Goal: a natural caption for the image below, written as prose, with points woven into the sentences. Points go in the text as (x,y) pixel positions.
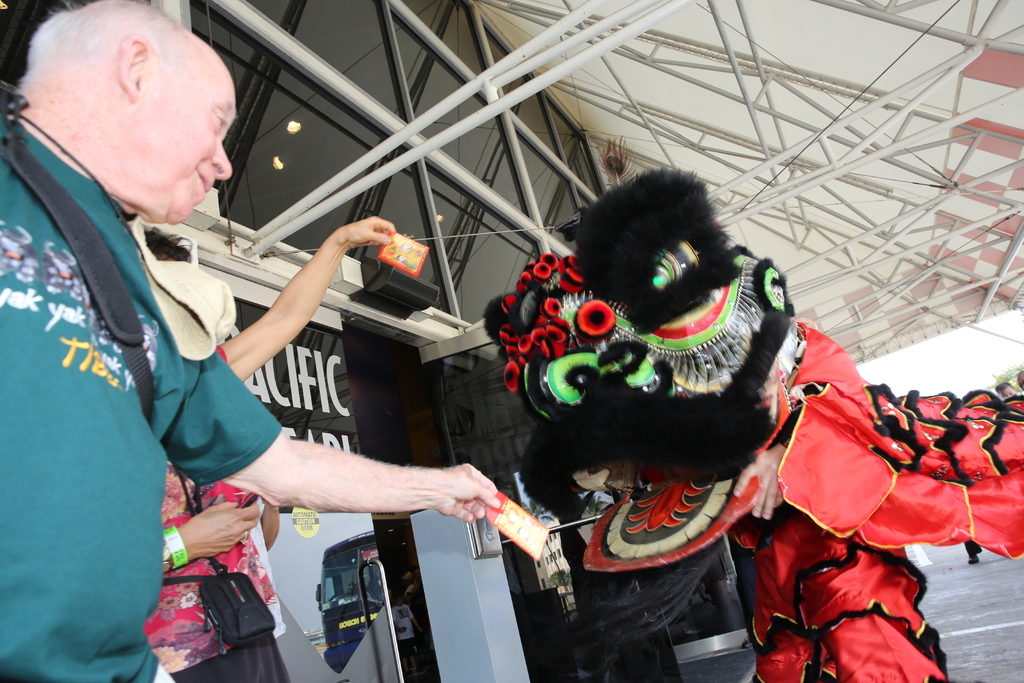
On the left side of the image (185,464) we can see two persons (56,583) are standing and holding a card (540,528) in their hands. On the right side of the image (767,455) we can see a person (858,528) wearing different type of dress (872,565) which is red and black in color.
